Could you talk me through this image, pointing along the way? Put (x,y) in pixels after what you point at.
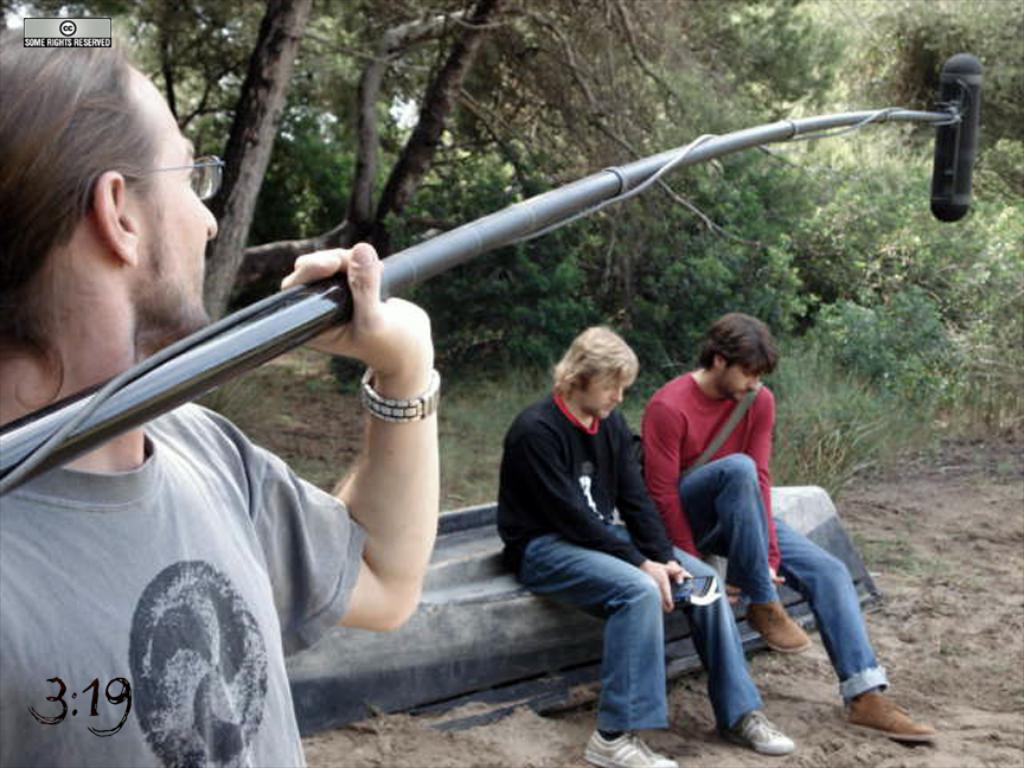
The man (415,430) on the left side (315,345) is wearing the spectacles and he is holding a black color object (74,406) in his hands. It seems like a microphone (230,367). In the middle (554,455), we see two men (651,519) are sitting on the black color object (553,621). The man (545,520) on the left side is holding a book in his hand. At the bottom (994,746), we see the sand (878,651). There are trees (790,229) and the grass (232,416) in the background (387,80).
